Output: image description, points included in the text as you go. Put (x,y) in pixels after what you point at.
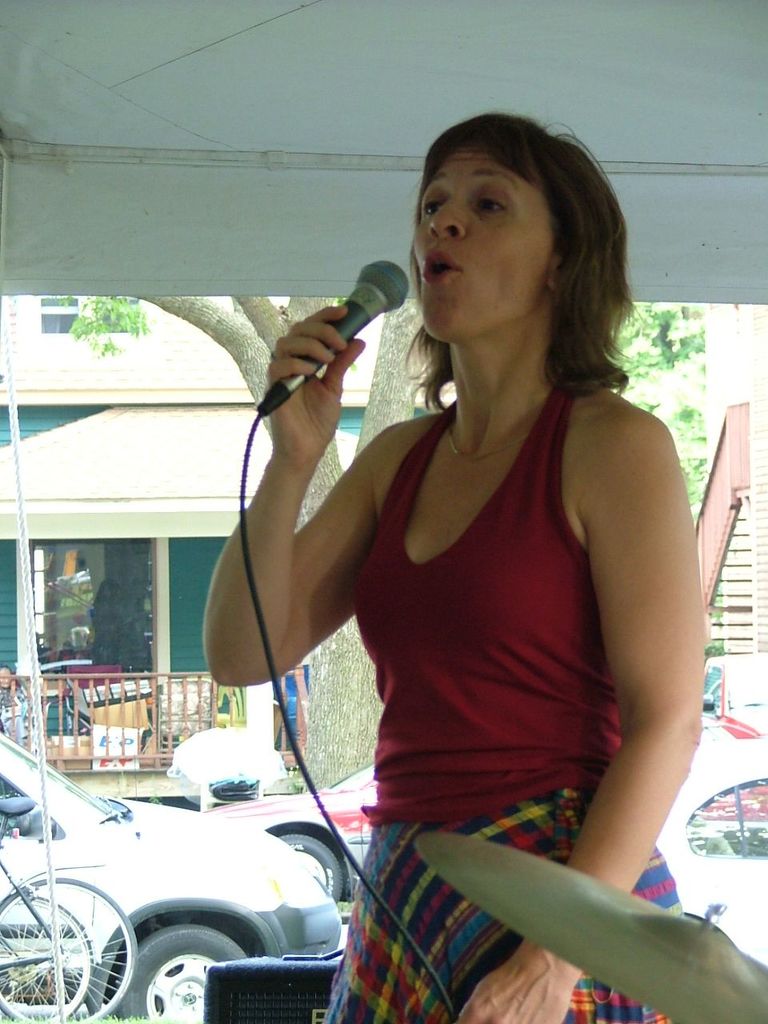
As we can see in the image there is a women (546,404) holding mic (390,268) and singing and there are cars (155,871), bicycles (33,969) and in the background (139,384) is a tree (227,311) and a house (164,483).
